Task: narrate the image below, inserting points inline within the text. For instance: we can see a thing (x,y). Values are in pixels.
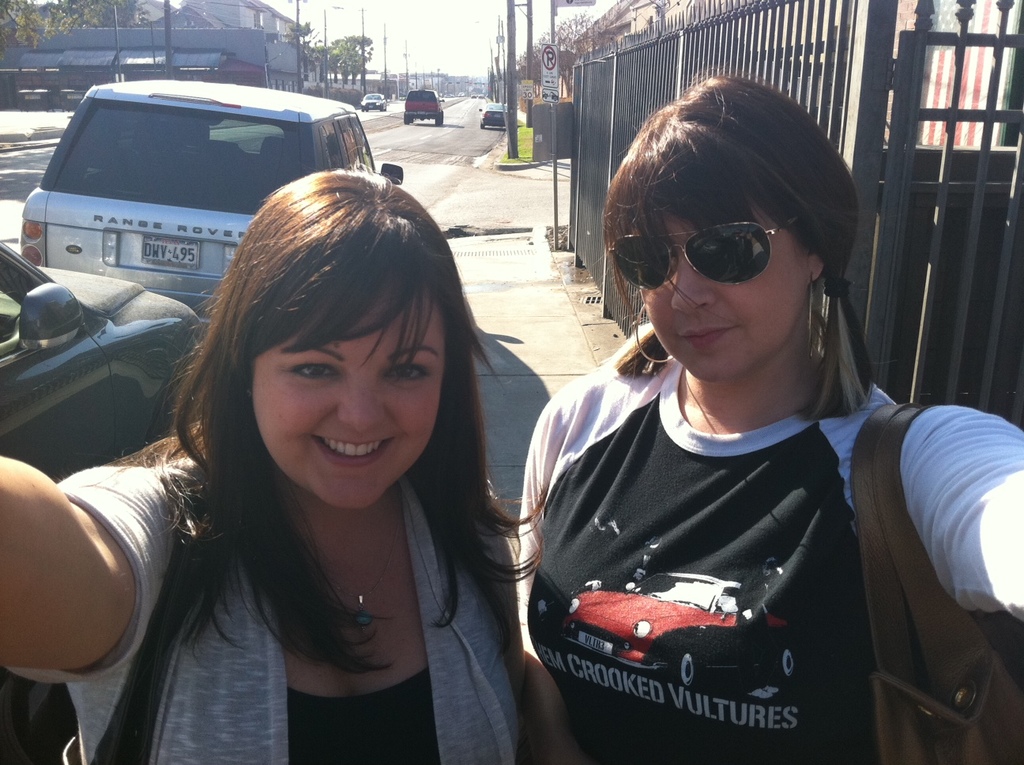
In this image I can see two women (339,708) wearing black, grey and white colored dresses (607,558) are standing and smiling. In the background (806,95) I can see the black colored railing (779,82), the road (443,132), few vehicles (364,147) on the road (462,141), few poles (322,72), few buildings (129,51), few trees (567,56) and the sky (419,54) in the background (394,52).
